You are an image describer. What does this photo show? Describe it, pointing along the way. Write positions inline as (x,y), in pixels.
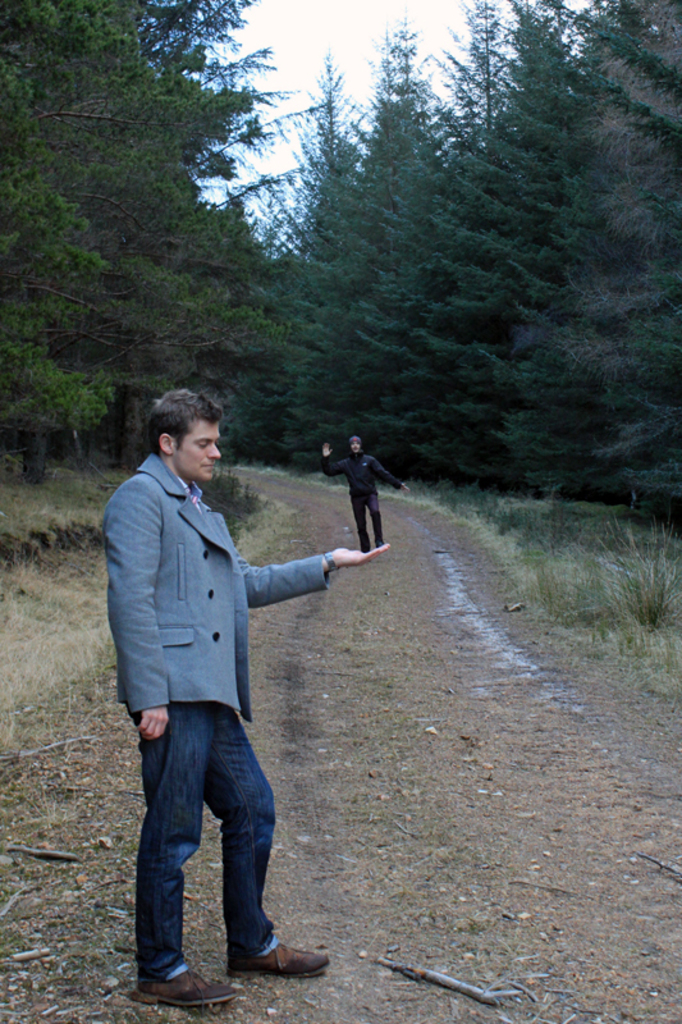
In this picture there is a man (213,656) who is wearing blue blazer (203,621), jeans (155,759) and shoe (276,973). In the center (361,442) there is another man (366,487) who is wearing black dress (368,492). In the background (380,341) we can see many trees (466,309). On the right (476,492) we can see the grass (400,493). At the top (290,63) we can see sky (355,8) and clouds (352,15).
